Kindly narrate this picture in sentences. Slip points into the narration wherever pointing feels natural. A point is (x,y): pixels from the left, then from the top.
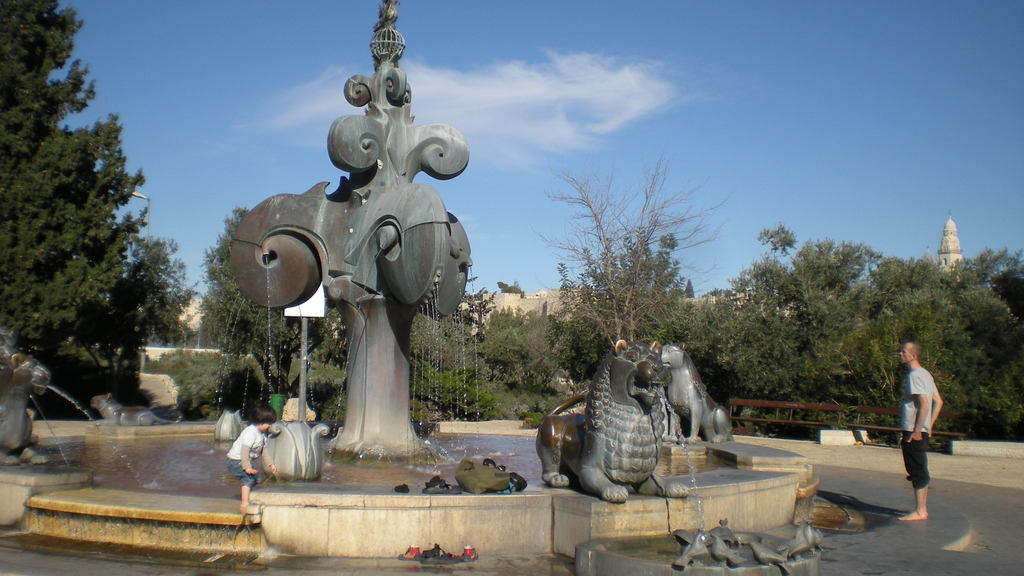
In the foreground of this image (207,546), there is a fountain (568,538) and on the slab (353,504) of the fountain (268,501), there is a kid (263,416), a bag (468,473) and few objects (437,483) on it and there are shoes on the pavement (522,565) and a man (921,381) standing on it. In the background (769,317), there are trees (111,327), few buildings (550,303), sky (874,69) and the cloud (563,104).
